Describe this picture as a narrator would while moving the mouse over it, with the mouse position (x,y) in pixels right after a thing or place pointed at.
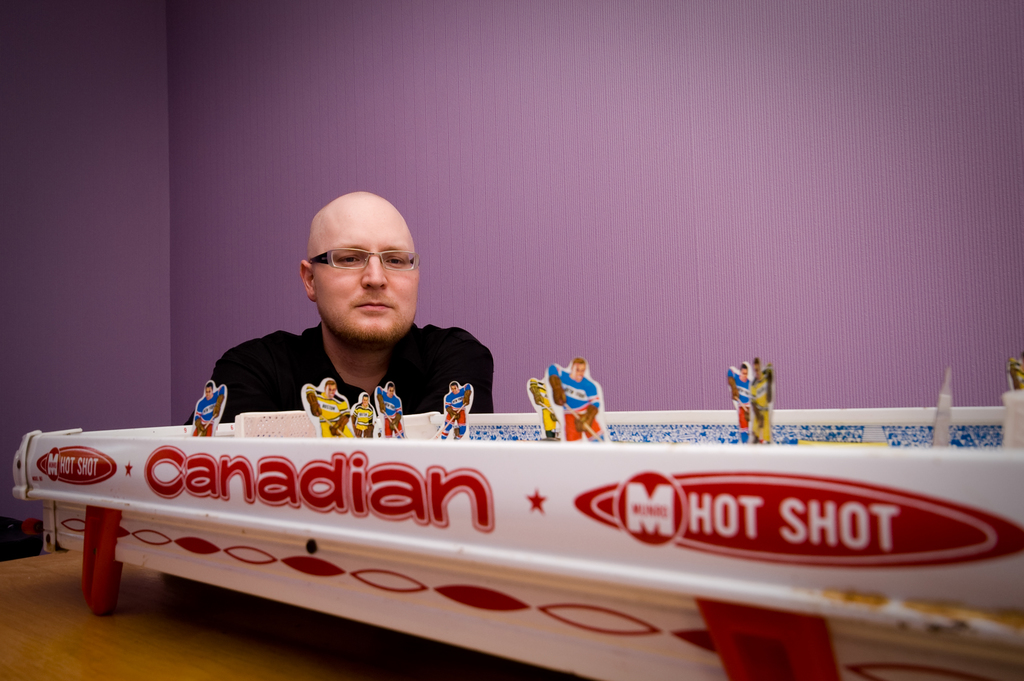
In this image I can see on the left side (327,299) a man (408,389) is observing these things (420,462). He wore black color coat (304,369), spectacles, in the middle (385,448) there is a white color object (472,545) in the shape of a ship and in this there are different structures (462,421) in the shape of human being, behind this person (351,245) there is the wall (665,146) in purple color.
